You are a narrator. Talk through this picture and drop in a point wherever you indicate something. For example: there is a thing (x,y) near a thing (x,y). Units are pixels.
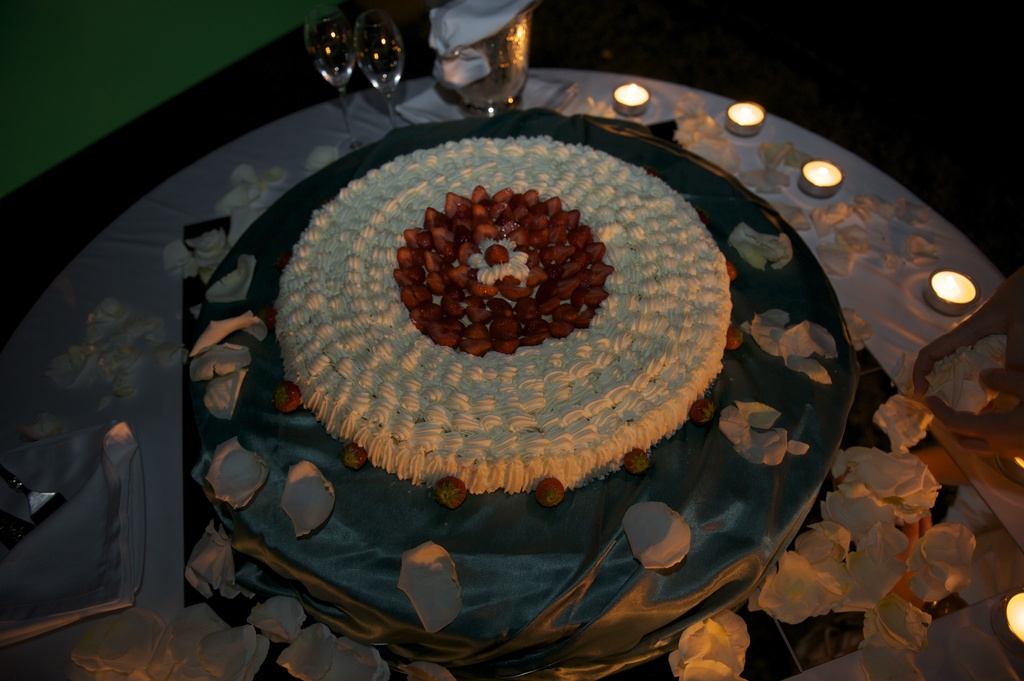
This is the picture of a table (90,408) on which there are some glasses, candles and some things (664,416) around.
